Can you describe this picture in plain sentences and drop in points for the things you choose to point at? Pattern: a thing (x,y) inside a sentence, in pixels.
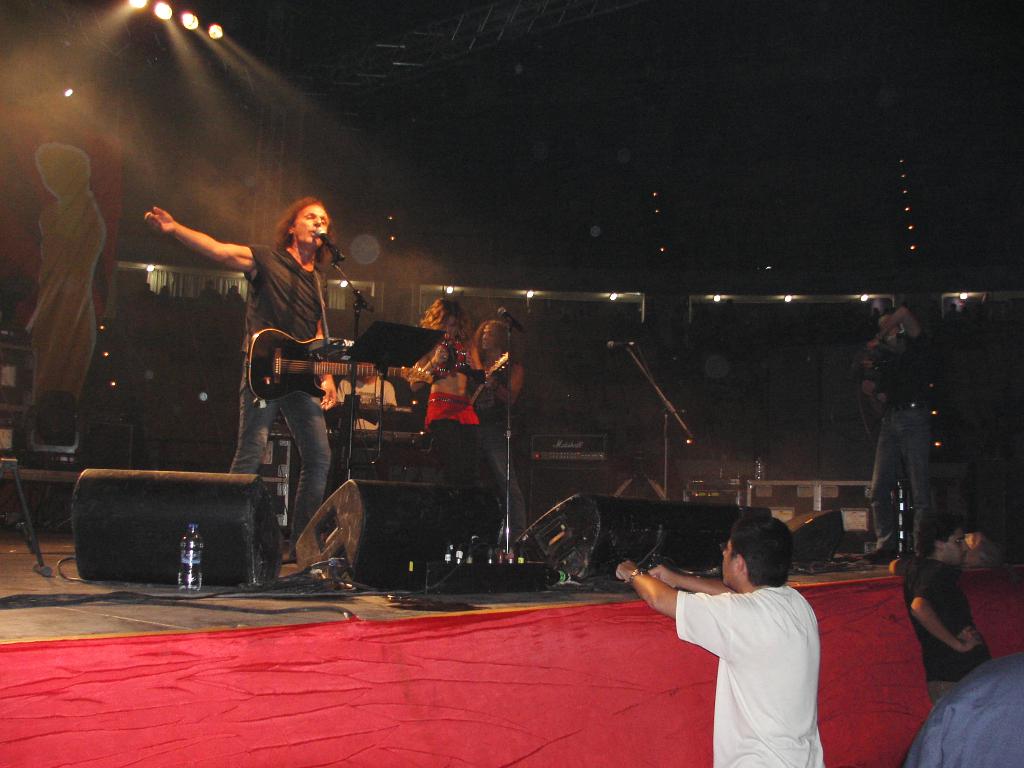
This picture describes about group of people (928,579), few people (275,287) are playing musical instruments (294,369) in front of the microphone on the stage (335,659), in the background (69,148) we can see a hoarding (99,232) and couple of lights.
